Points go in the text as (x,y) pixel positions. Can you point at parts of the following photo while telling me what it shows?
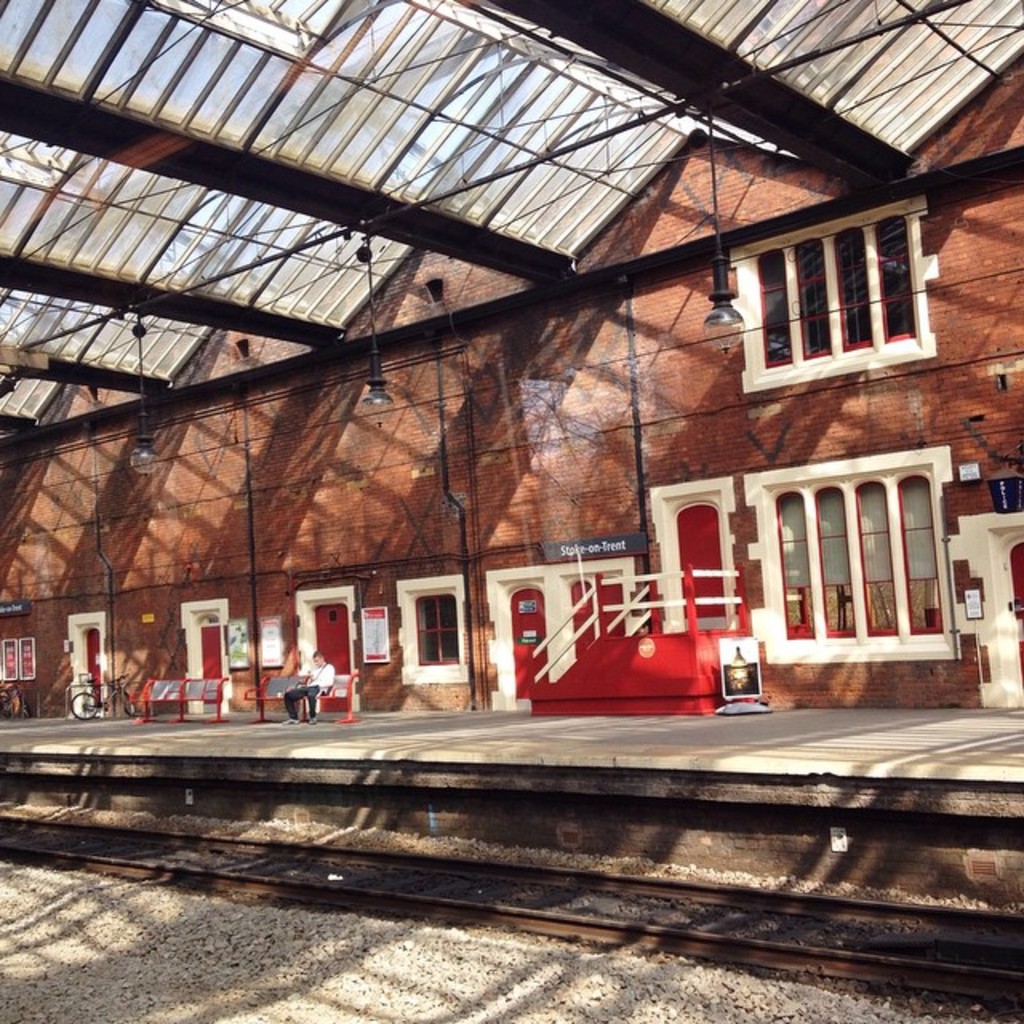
In the center of the image (446,444) we can see one building (56,662), wall (392,695), roof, banners (27,643), bulbs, benches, windows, doors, fences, one cycle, one person (309,695) sitting, stones (429,981), one railway tracks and few other objects (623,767).
